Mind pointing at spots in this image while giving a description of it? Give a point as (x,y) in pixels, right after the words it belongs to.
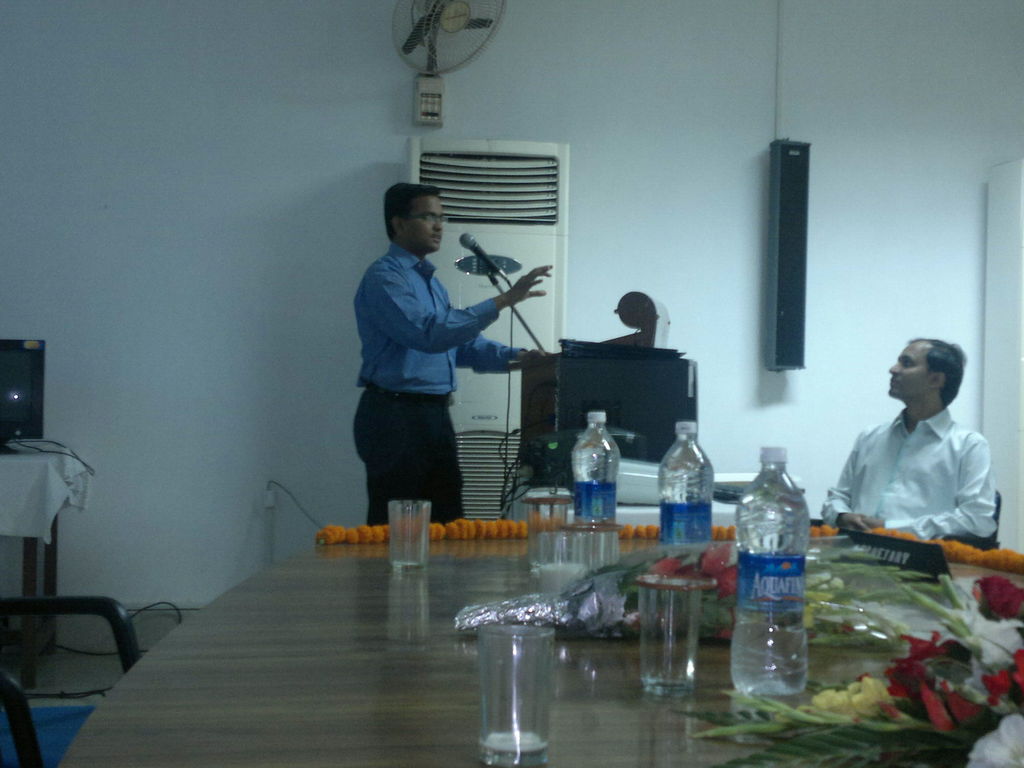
In this picture we can see a man (445,375) standing in front of a podium (605,368), we can see a microphone (486,261) here, on the right side (903,447) there is a man (978,495) sitting on a chair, we can see a table (643,707) here, there are some bottles (766,636), glasses (670,607), flowers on the table (646,721), in the background (46,403) there is a wall (383,100), we can see speaker (800,217) here, there is a man (417,302) here, on the left side (29,377) there is a television (33,392).
